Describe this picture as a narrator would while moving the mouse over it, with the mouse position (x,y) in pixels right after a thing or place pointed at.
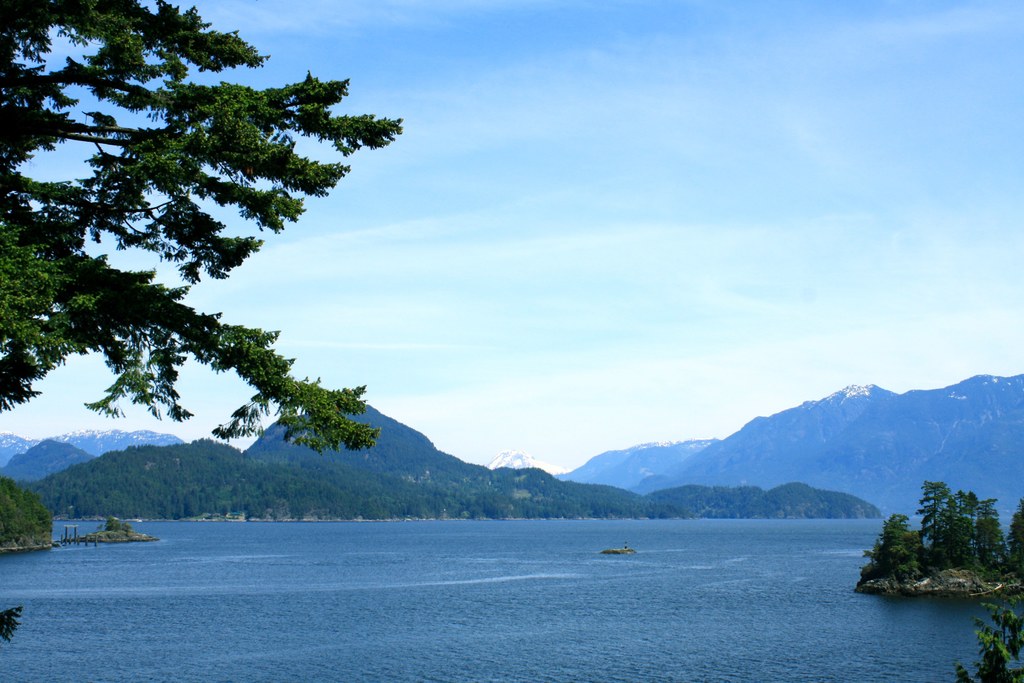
This is water (501,607) and there are trees (314,491). In the background (401,479) we can see mountain (861,477) and sky (613,236).
